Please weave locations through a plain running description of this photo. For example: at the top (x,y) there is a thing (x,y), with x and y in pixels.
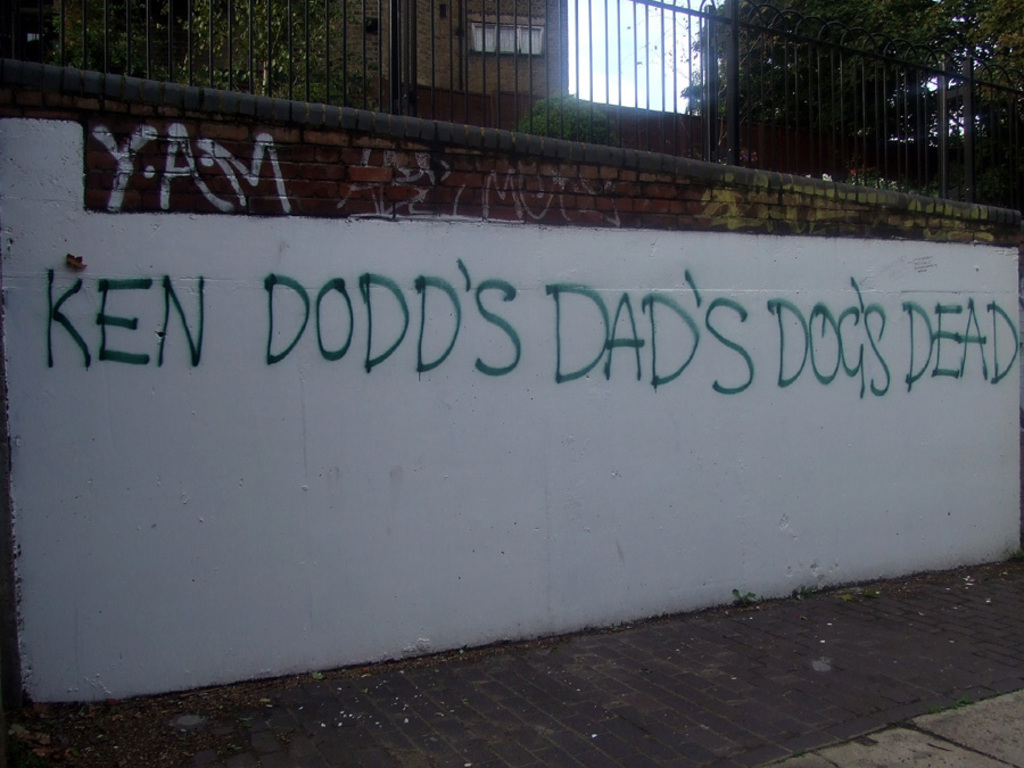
In this image there is some text (507,299) written on the brick wall (480,371), above the wall (516,329) there is a metal rod fence (615,110), behind the fence (606,86) there are trees (533,115) and buildings (544,77).
